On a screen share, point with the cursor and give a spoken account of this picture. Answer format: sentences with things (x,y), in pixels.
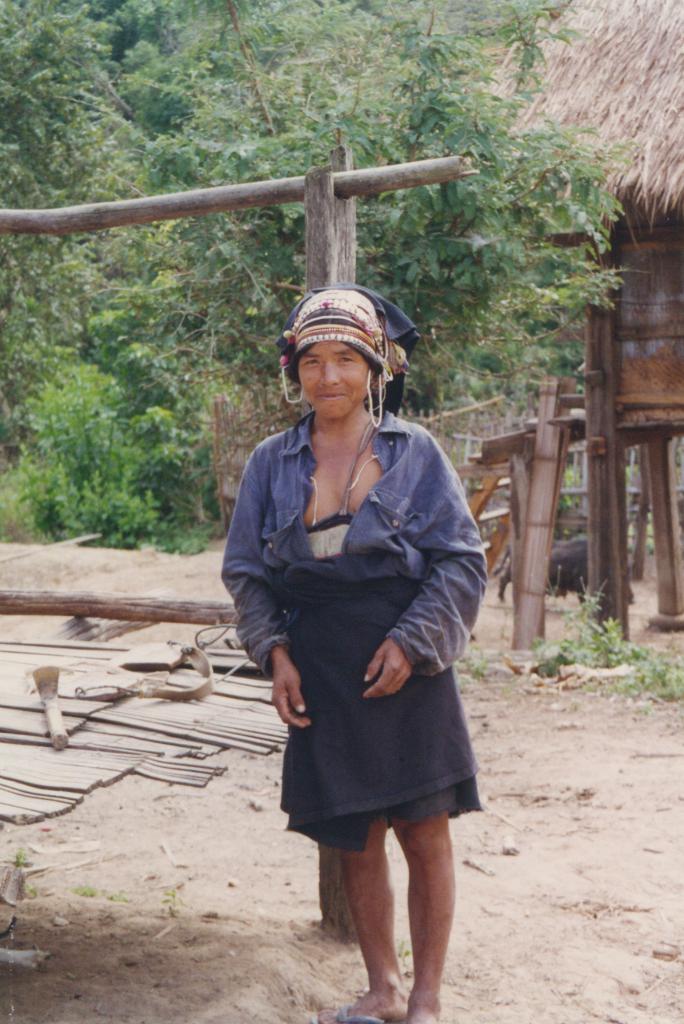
In the foreground of the image (384,570) we can see a woman (392,506) wearing dress (390,489) and cap (352,325) is standing on the ground (397,923). In the background (164,458), we can see wooden poles (547,465), a hut (676,42), staircase (467,475), a group of trees (196,531) and a fence (576,452).
